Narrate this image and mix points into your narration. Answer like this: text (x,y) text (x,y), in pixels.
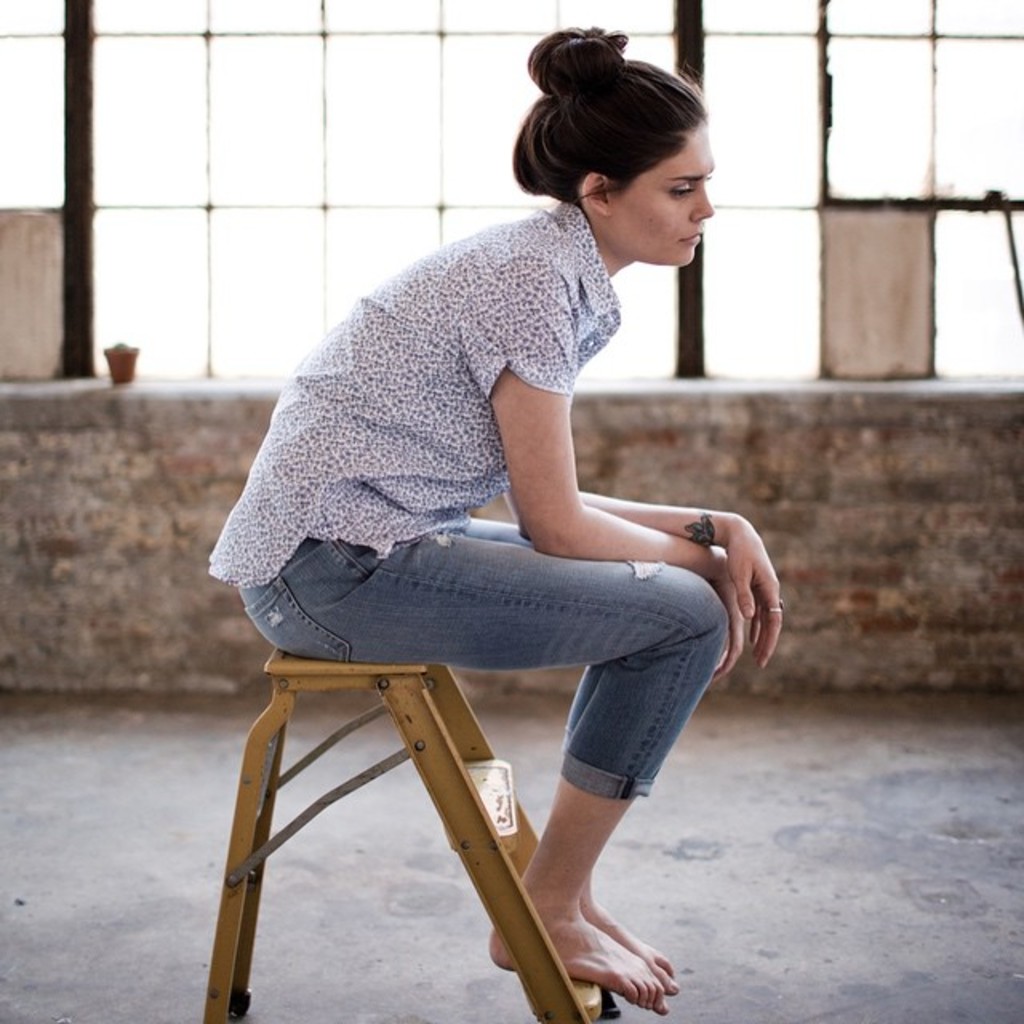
In this image there is a woman (564,382) sitting, there is an object (433,801) towards the bottom of the image (407,715), the object (252,837) looks like a wooden stool (468,857), there is a wall (732,492), there is an object (115,352) on the wall (117,472), there are windows (316,157).
